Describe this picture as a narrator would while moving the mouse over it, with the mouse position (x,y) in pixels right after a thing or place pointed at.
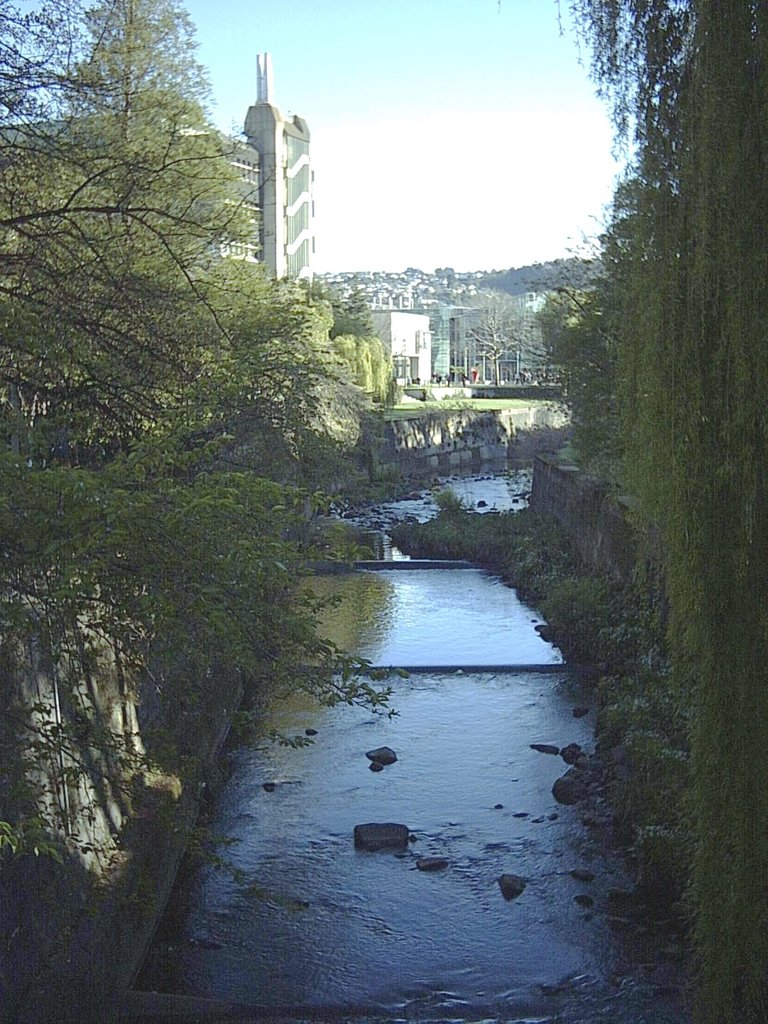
In the center of the image (508,501) there is a canal (458,655). On the left (168,198) there is a tree (193,355). In the background (273,161) there are buildings (395,301), hills (515,284) and sky (437,126).
